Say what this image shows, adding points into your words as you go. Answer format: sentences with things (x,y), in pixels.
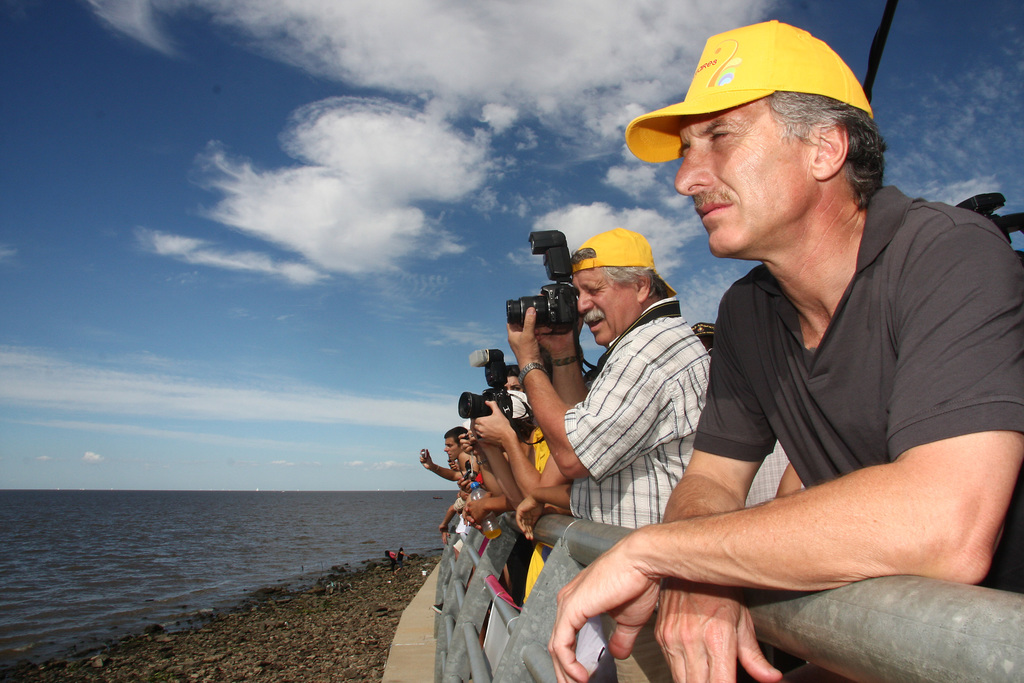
On the right side of this image (731,473) there are few people (613,463) standing, leaning to a railing (553,539), holding the cameras (504,401) in the hands (497,430) and taking the pictures. These people (599,427) are facing towards the left side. In the background (193,533) there is an ocean (154,536). At the bottom (299,652), I can see the stones (259,636) on the ground (293,625). At the top of the image (104,148) I can see the sky (254,163) and clouds (358,178).
